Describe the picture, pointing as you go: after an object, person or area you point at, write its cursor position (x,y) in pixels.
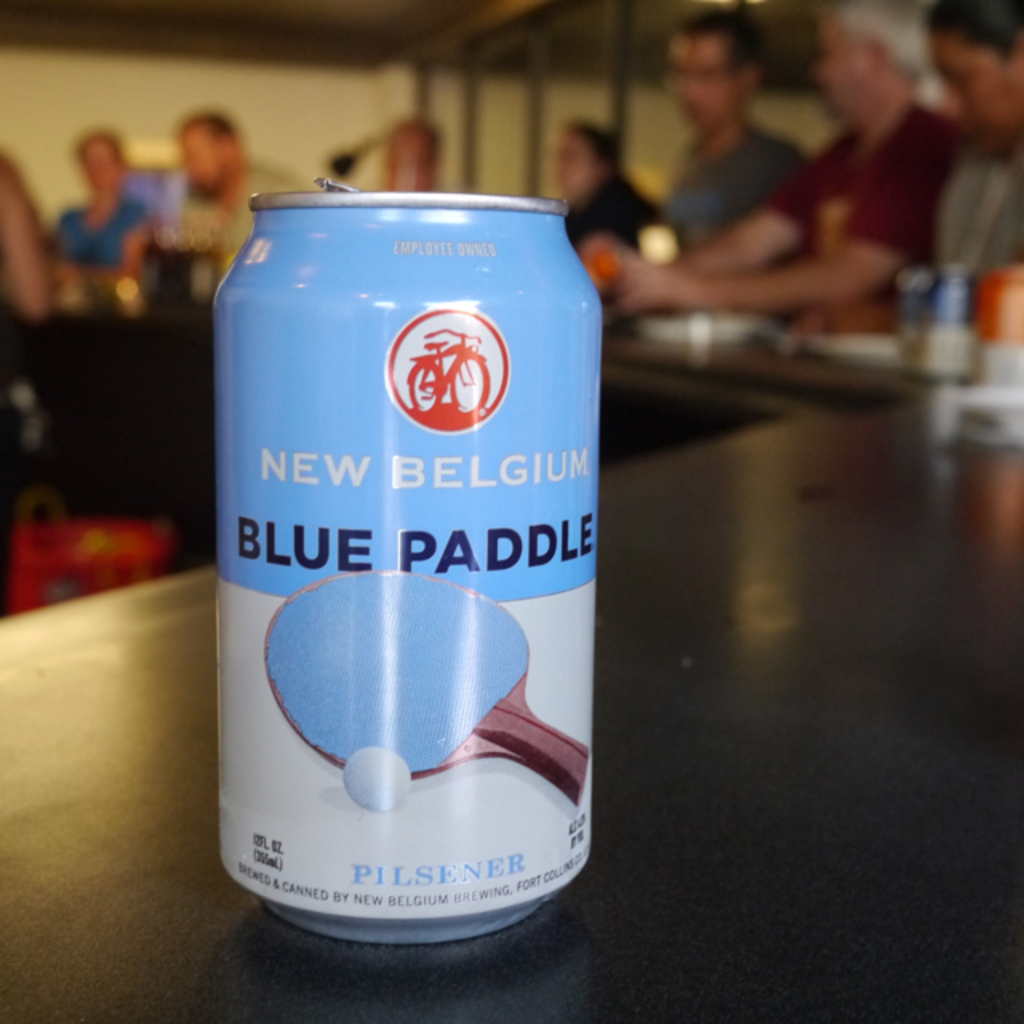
In this image we can see a tin (487,571). In the background of the image (971,58) there are some persons (576,136), wall (74,193), glass windows (449,108) and other objects (991,308). At the bottom of the image (531,949) there is a black surface (505,956).
